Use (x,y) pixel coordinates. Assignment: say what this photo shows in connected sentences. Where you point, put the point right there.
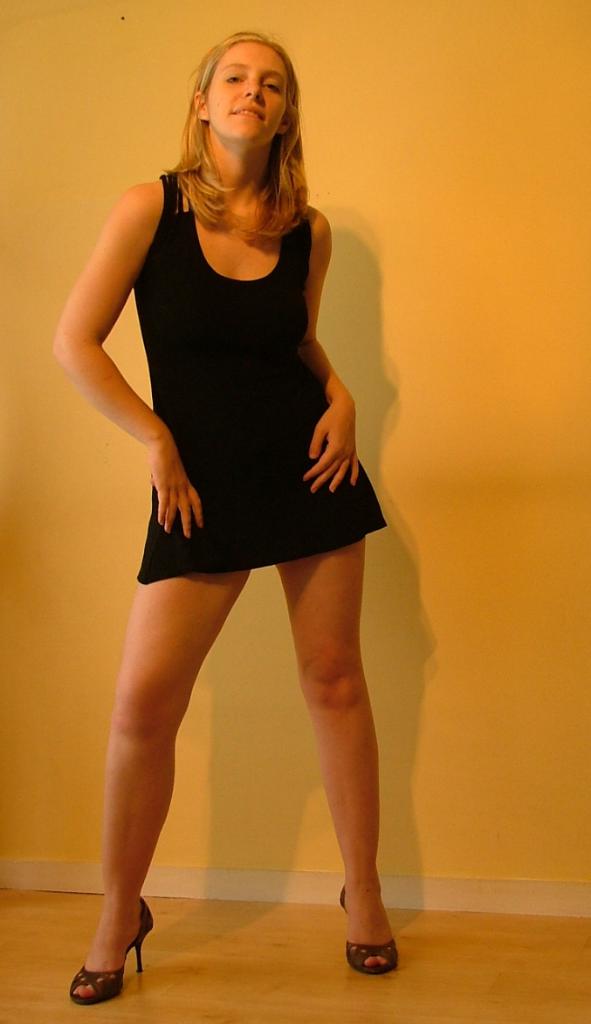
In this picture we can see a girl (266,398) standing on the floor (262,958) and we can see a wall (244,690) in the background (249,638).
